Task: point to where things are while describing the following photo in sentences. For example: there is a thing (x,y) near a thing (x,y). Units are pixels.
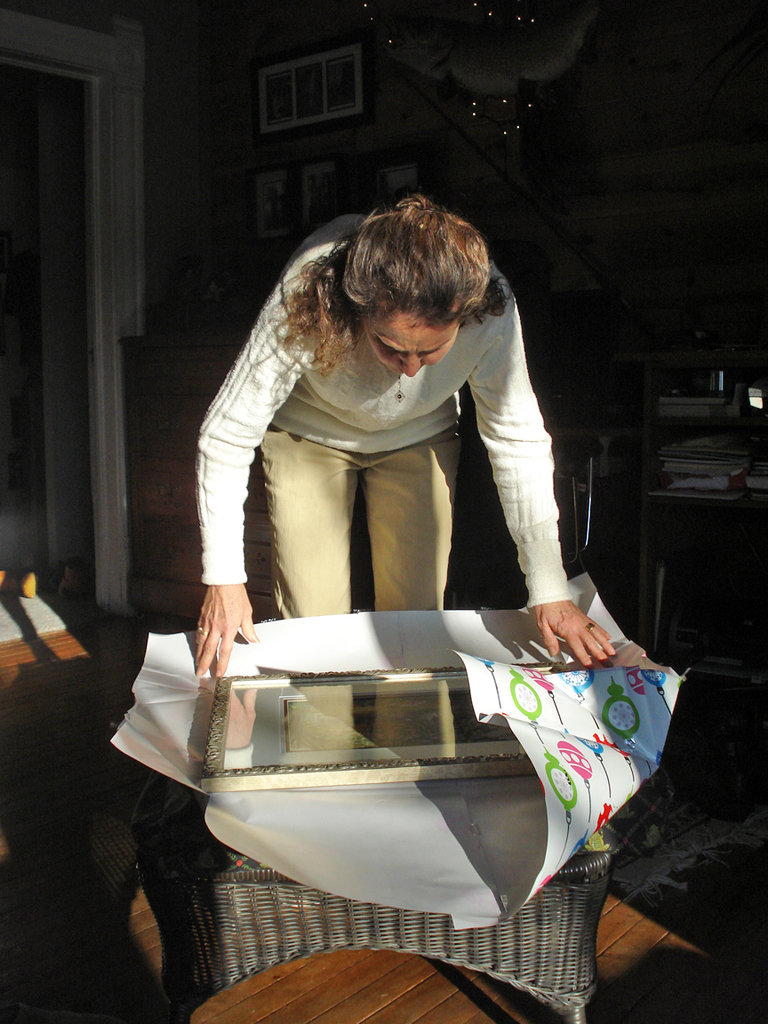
In this image we can see there is a person (369,486) standing on the floor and holding a paper (524,626). And there is a table (505,928), on the table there is a paper (543,733) and a frame (376,732). At the back (708,371) there are frames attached to the wall (558,204) and there is a stand (699,531) with racks (692,423), in that there are few objects (734,486). And at the top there are lights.
